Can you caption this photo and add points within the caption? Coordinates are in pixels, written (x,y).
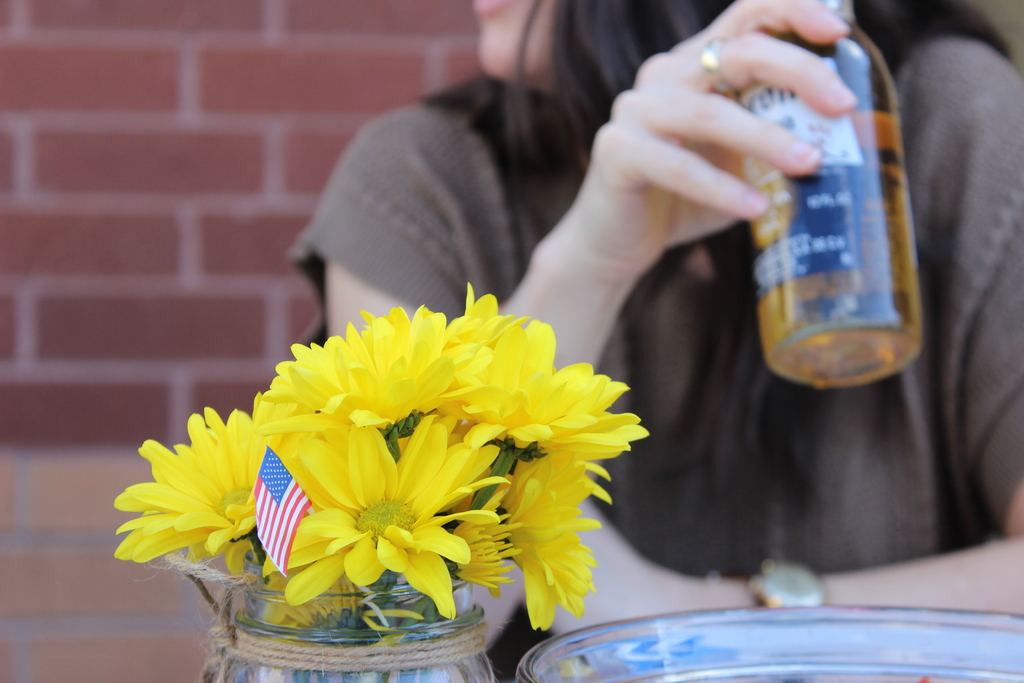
There is a person (619,613) who is holding a bottle (810,207) with her hand (743,64). This is a flower vase (360,622) and there is a flag (270,510). On the background (261,212) there is a wall (175,178).
